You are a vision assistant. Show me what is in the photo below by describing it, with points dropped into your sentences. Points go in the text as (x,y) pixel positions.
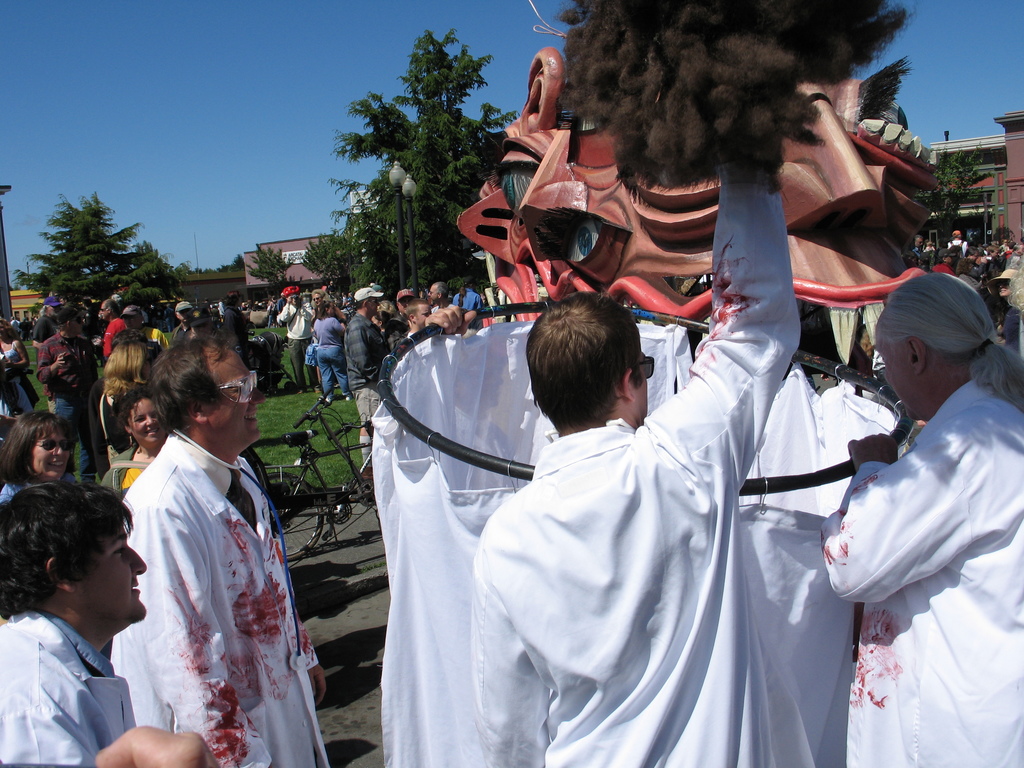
In this image there are few people (511,522) and there is a depiction of a face (622,209). In the background (127,281) there are trees (426,267) and buildings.
